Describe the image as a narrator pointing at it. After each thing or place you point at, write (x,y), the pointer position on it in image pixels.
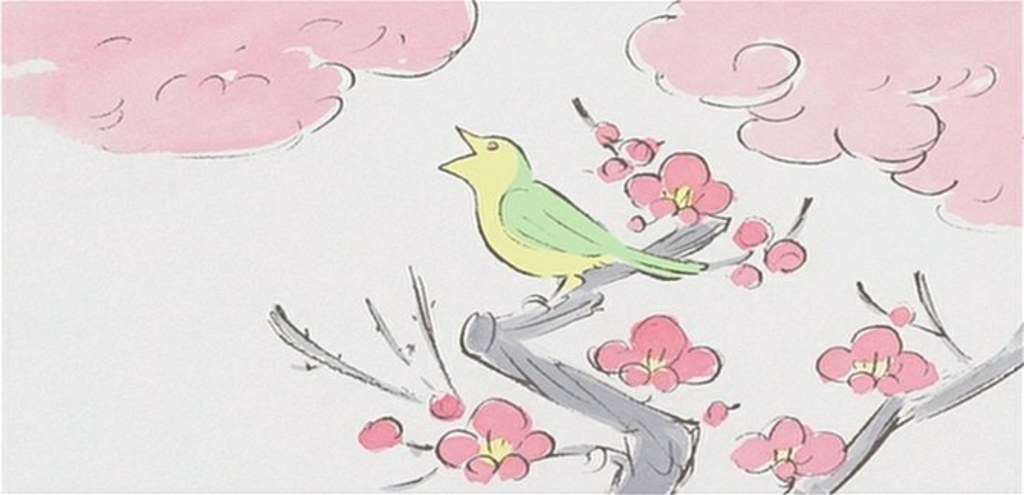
In this image there is a painting (329,195). In the painting (399,152) there are clouds (777,152) in the sky (448,116) and there is a bird (516,193) standing on the branch (522,321) of a tree (569,392) with flowers (503,428).
